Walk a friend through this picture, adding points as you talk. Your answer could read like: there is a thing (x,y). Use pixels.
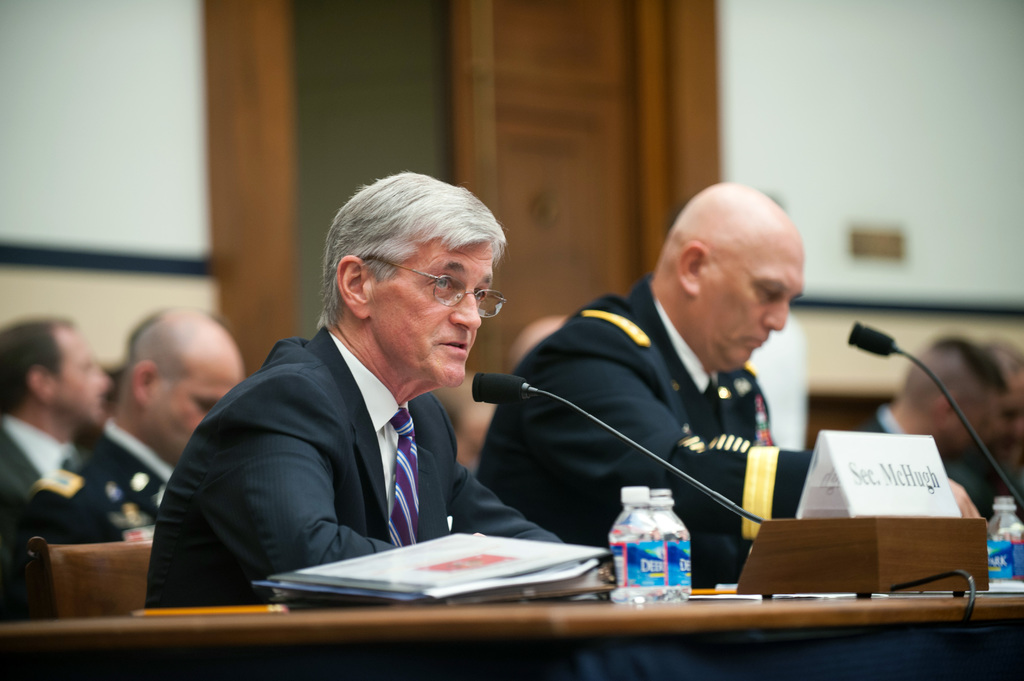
In this image I can see group of people (362,477) sitting, the person (442,484) in front (371,411) is wearing black blazer (344,423), white shirt (378,429) and purple color tie (405,481), and I can see few papers (709,593), bottles (1020,565), microphones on the table (600,607). Background (859,138) I can see a door (519,64) in brown color and the wall (820,115) is in white color.
